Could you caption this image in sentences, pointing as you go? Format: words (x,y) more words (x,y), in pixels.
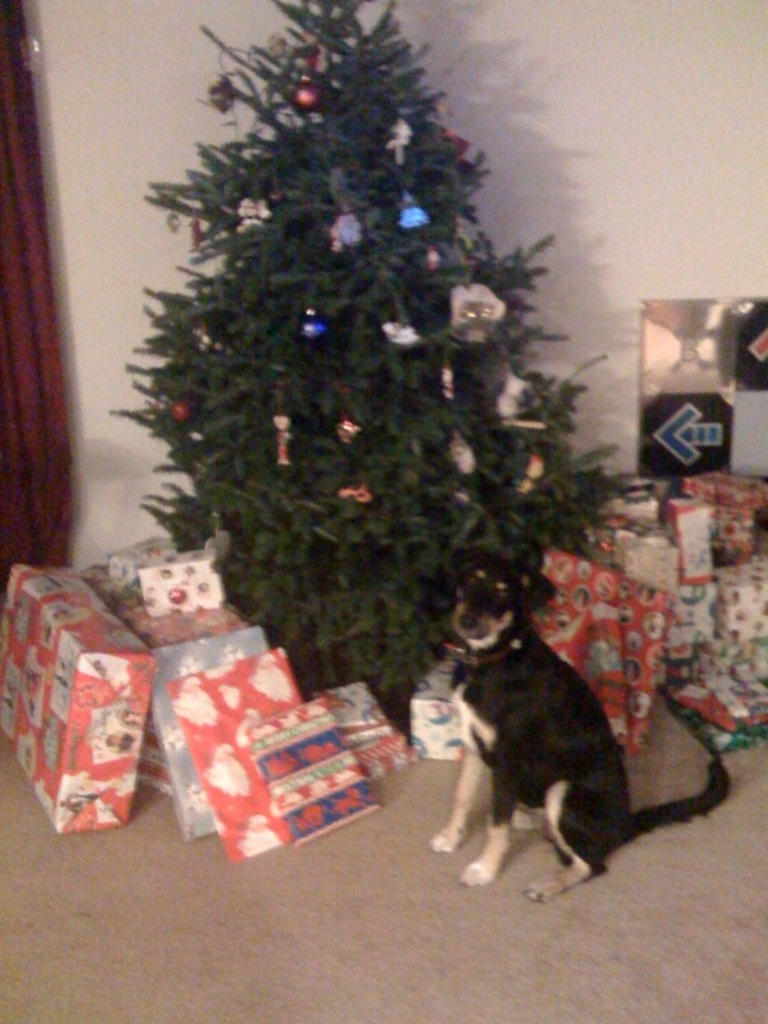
In this picture we can see a dog (474,603), gift boxes (686,507) and a Christmas tree (236,596) with some objects (488,336) on it and in the background (492,160) we can see wall (640,110).
